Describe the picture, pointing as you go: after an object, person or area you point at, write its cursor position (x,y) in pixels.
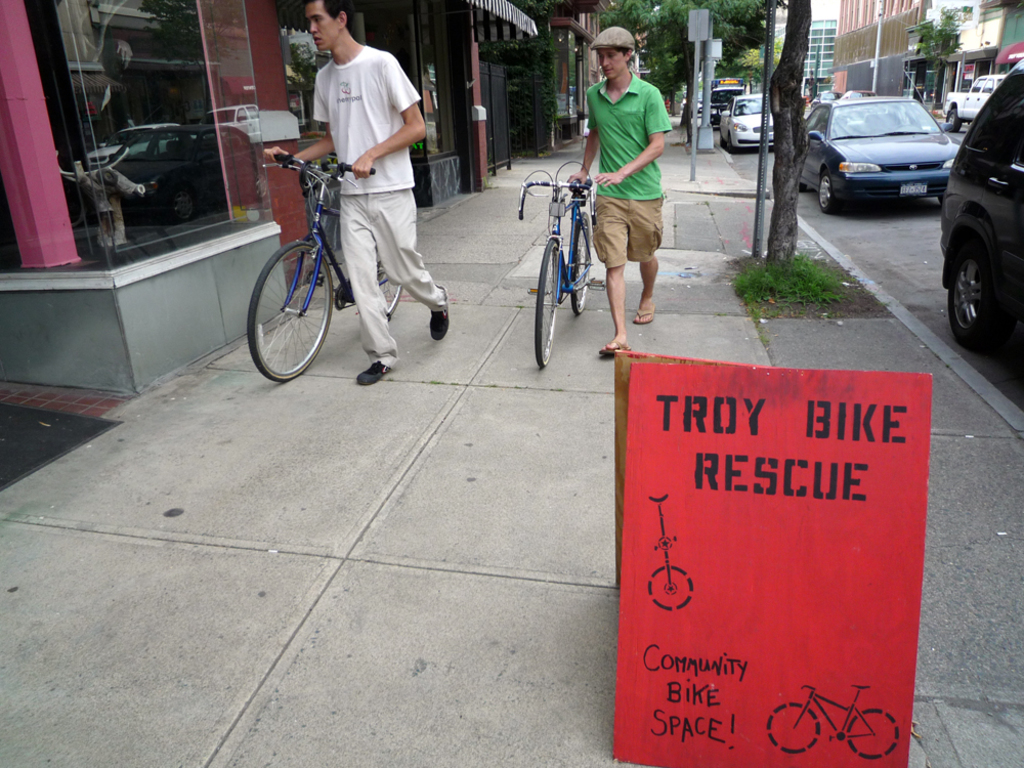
In this image we can see persons (368,281) walking on the road (454,344) along with the bicycles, buildings (174,151), poles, advertisement board (749,519), grass (770,282), trees (775,140), street poles (702,35), motor vehicles (916,173), buildings (892,86) and trees (788,165).
